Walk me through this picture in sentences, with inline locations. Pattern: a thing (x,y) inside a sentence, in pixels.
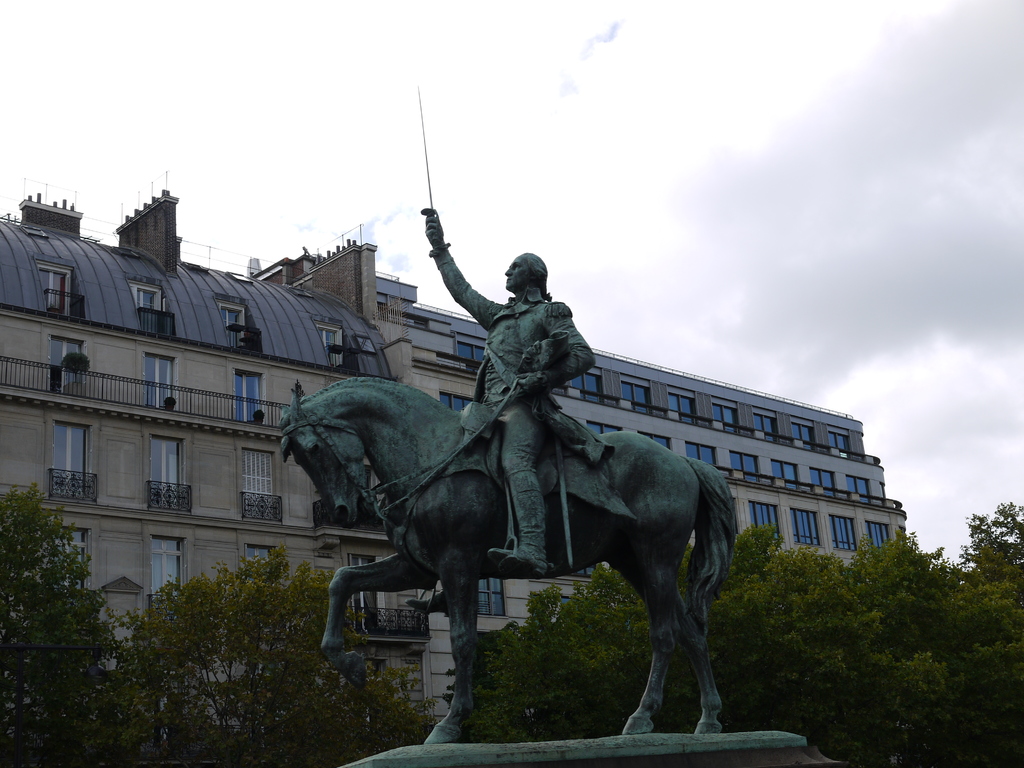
In the image we can see a sculpture (487,381) of a person (504,349) sitting on the horse (415,459). Here we can see the building (117,453) and the windows (61,455) of the building (150,576). We can even see there are trees (958,693) and the sky (877,197).
